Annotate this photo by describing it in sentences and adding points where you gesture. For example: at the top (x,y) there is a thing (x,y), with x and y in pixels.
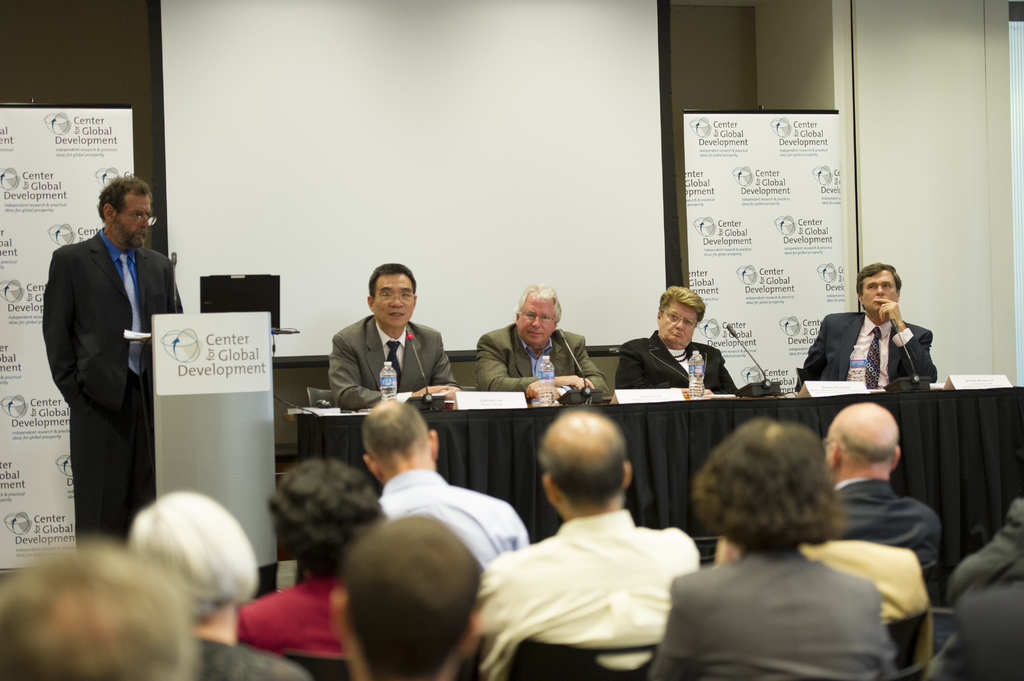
Here we can see few persons (408,654) are sitting on the chairs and there is a man (138,493) standing on the floor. There is a table (785,412). On the table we can see a cloth (643,458), name boards (1005,382), bottles (856,363), and mike's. There is a podium (235,415). In the background (81,68) we can see banners (756,255), monitor (257,287), screen (520,241), and wall (992,298).
